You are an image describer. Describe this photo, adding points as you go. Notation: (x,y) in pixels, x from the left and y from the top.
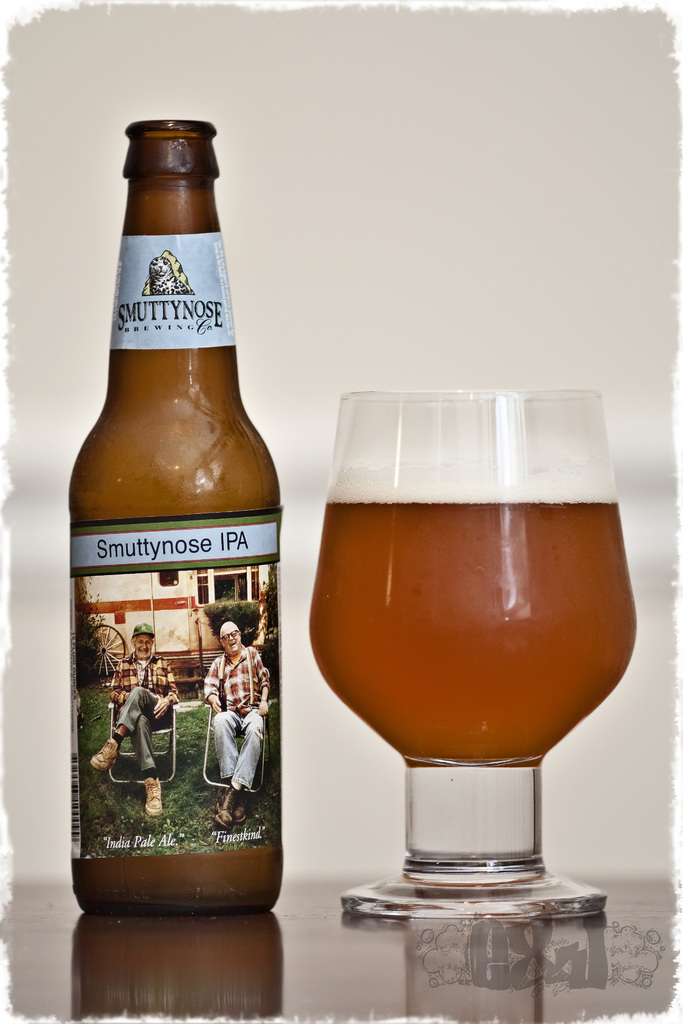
In this image there is a beer bottle (167,579) with a label (105,568), and a glass of beer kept on a table (398,959), and at the back ground (388,325) there is a wall (499,214).
